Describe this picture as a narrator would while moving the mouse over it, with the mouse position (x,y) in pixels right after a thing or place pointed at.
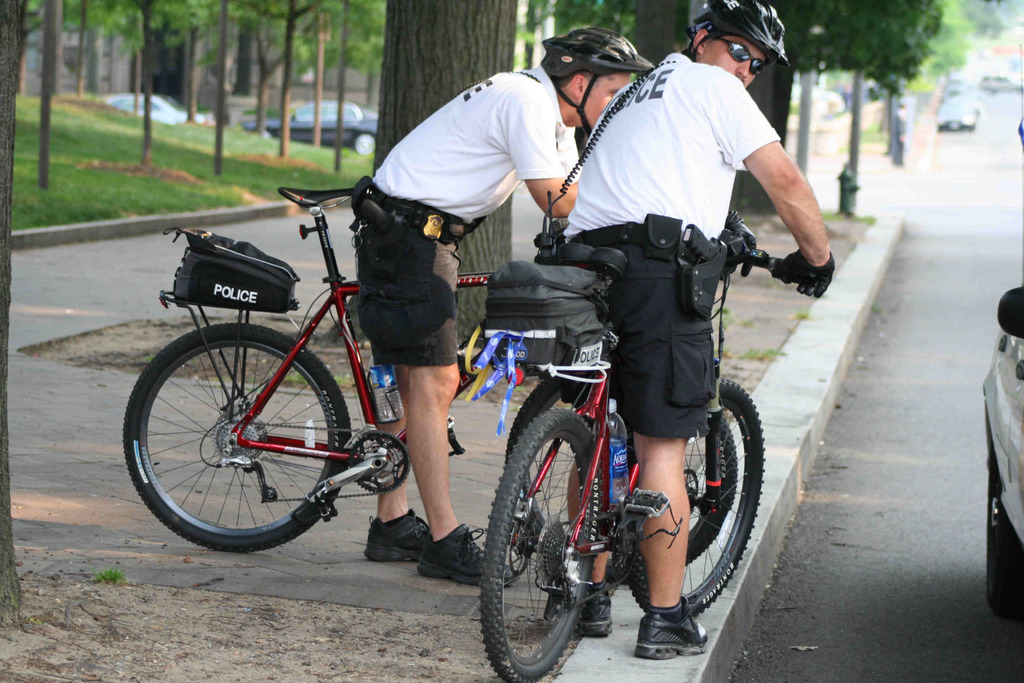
In this picture there are two people (447,289) who are in white shirt (463,162) and black shorts (626,335) wearing helmets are on the bicycles (535,434) and around them there are some trees (468,80), plants (109,3) and some cars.
